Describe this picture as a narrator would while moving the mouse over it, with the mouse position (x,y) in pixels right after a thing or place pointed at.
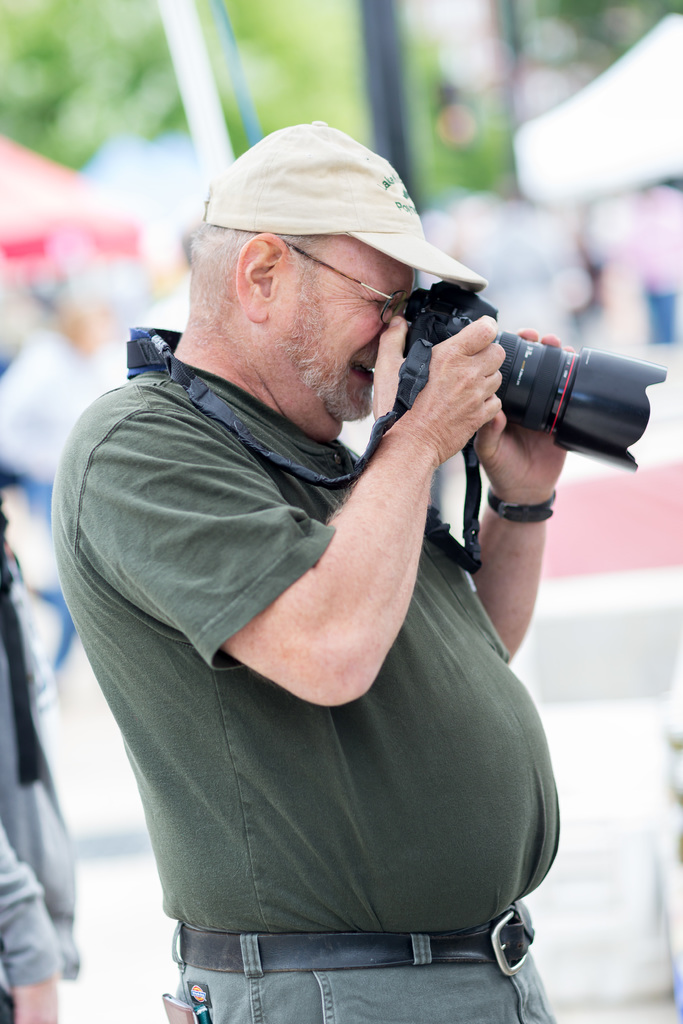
In this image we can see a person (406,534) capturing a photo with a camera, behind him we can see trees (336,66), poles (396,122), tents (110,190), persons (25,959).
